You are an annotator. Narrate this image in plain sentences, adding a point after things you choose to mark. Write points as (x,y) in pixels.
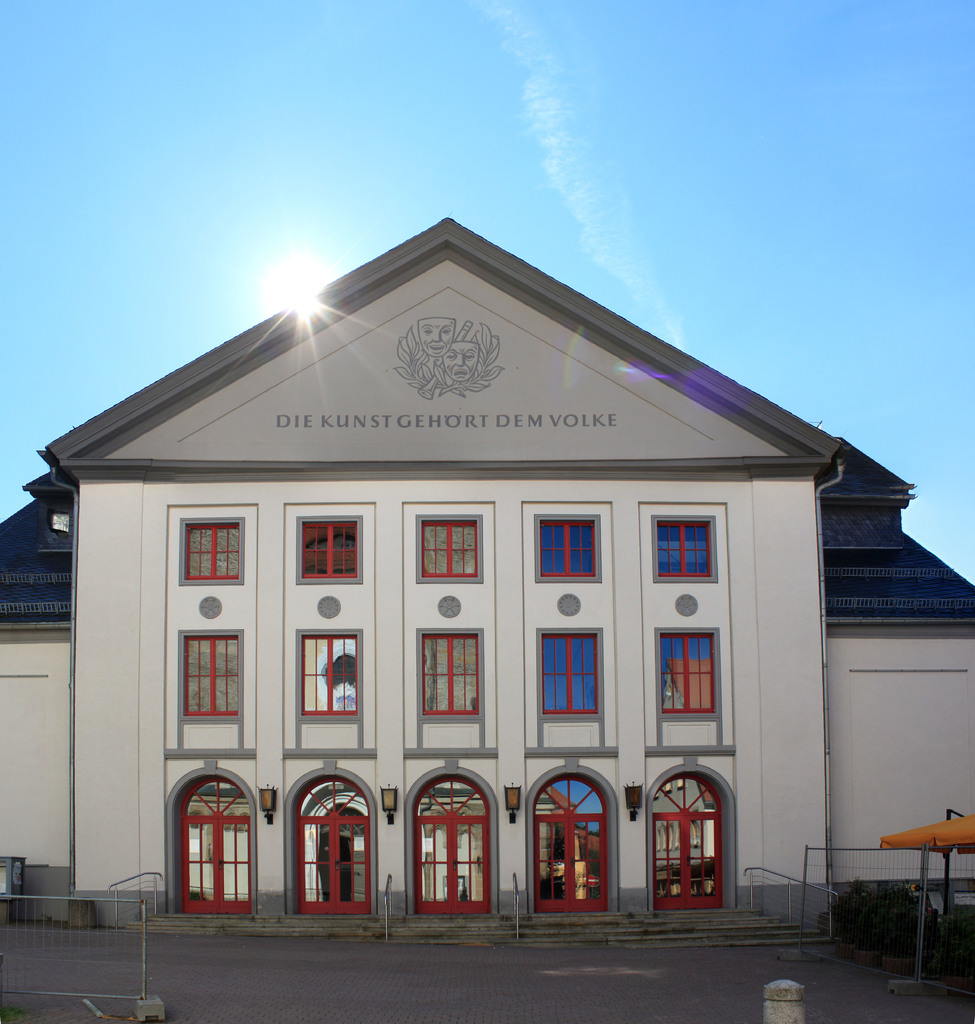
This image is clicked outside. There is a building (551,721) in the middle (542,652). It has doors (579,886) and windows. There is sky (306,59) at the top (299,94).
